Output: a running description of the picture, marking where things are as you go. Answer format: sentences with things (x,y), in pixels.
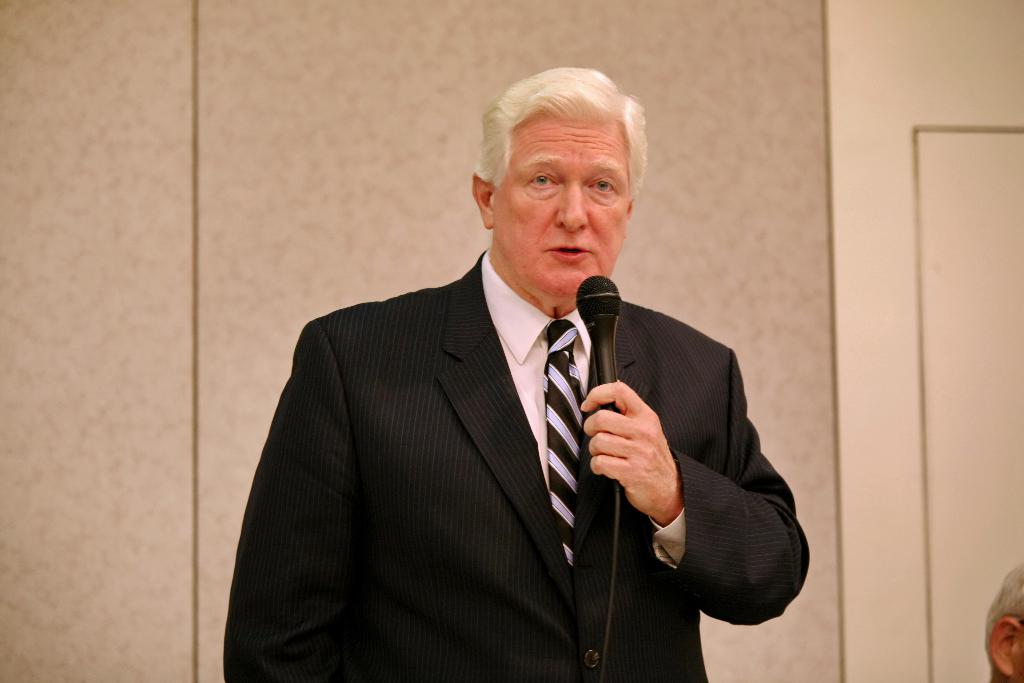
In this image we can see a man (706,530) wearing black blazer (461,496) is holding a mic (611,362) in his hand (614,391) and speaking.
